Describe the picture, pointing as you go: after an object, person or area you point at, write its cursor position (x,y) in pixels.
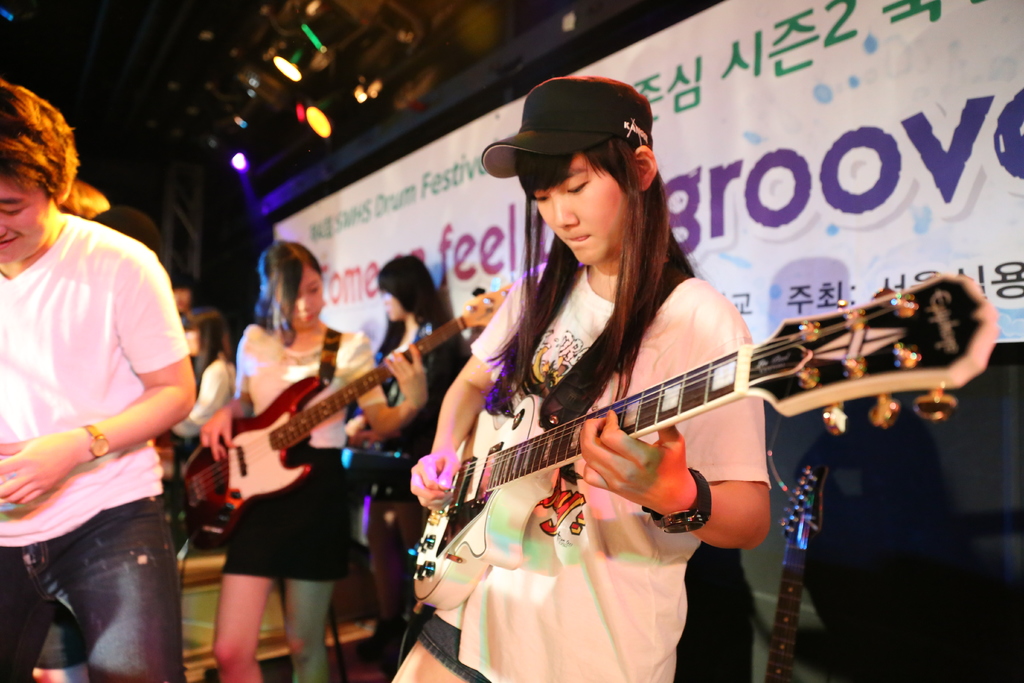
This picture is taken inside a room (924,507). There are few people (314,482) in the image. The woman (554,542) at the center (444,455) is wearing a white dress (611,541), black cap (593,115) and a watch (701,509). She is also playing guitar (510,493). Behind her there is another girl (339,453) playing guitar (290,433) in the background (307,427). To the right corner (794,563) there is another guitar (803,554) In the background (823,244) there is a banner (850,185) with text (788,167) on it. To the top (360,100) there are spot lights (321,115).
